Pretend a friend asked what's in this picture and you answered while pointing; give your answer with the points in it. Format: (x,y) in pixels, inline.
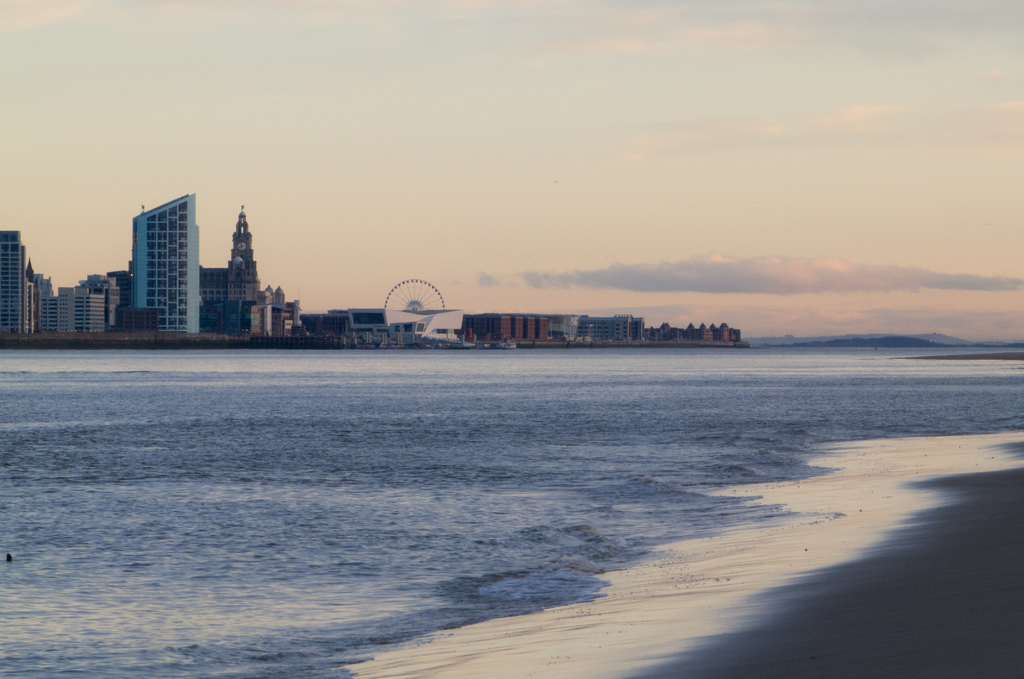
In this picture I can observe an ocean (281,440). In the background (253,306) there are some buildings (161,312) and clouds (667,263) in the sky (664,220).
